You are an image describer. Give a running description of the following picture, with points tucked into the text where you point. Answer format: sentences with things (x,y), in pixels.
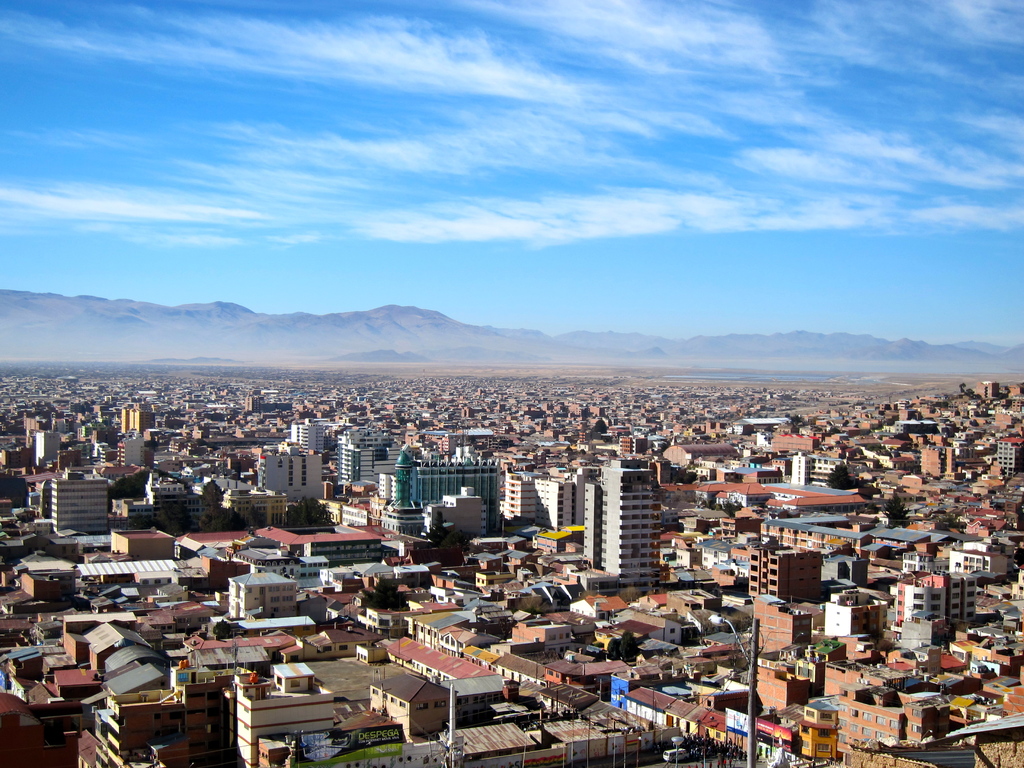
In this image we can see so many buildings (468,690), there are some trees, poles (752,720), lights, mountains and boards (737,723) with some text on it, in the background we can see the sky (196,296) with clouds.
